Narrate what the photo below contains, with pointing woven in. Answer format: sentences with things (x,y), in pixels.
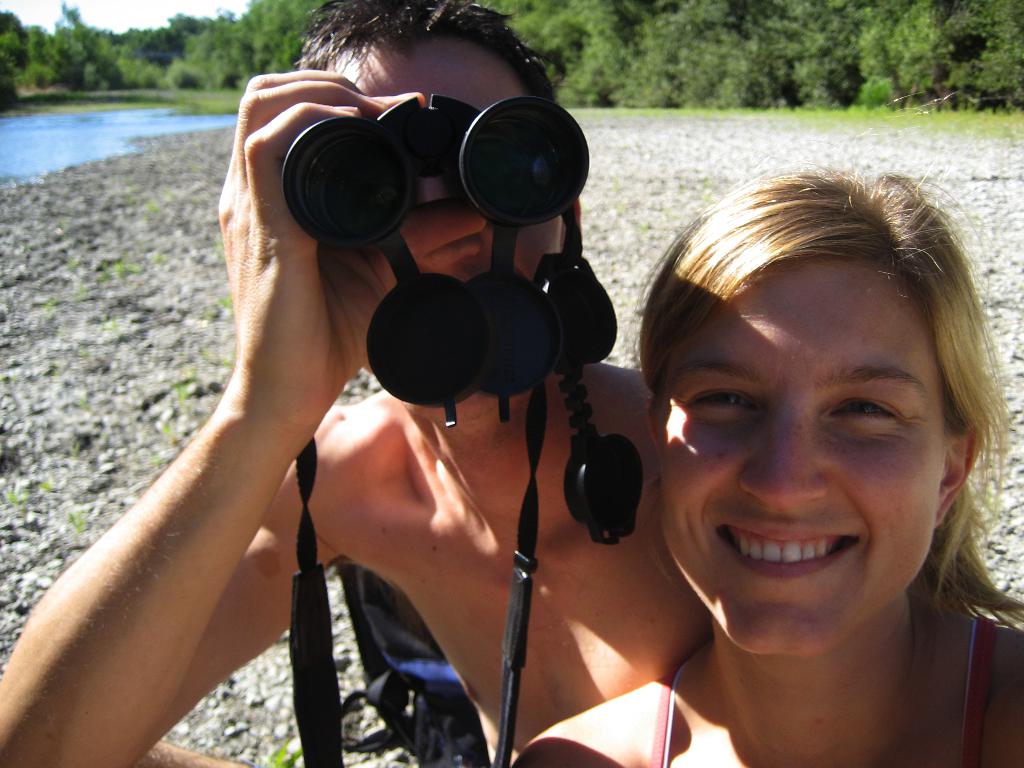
Here we can see two people (807,467). This woman (842,495) is smiling. Another person (432,436) is holding a binoculars (391,126). Far there are trees (740,12) and water (58,156).
